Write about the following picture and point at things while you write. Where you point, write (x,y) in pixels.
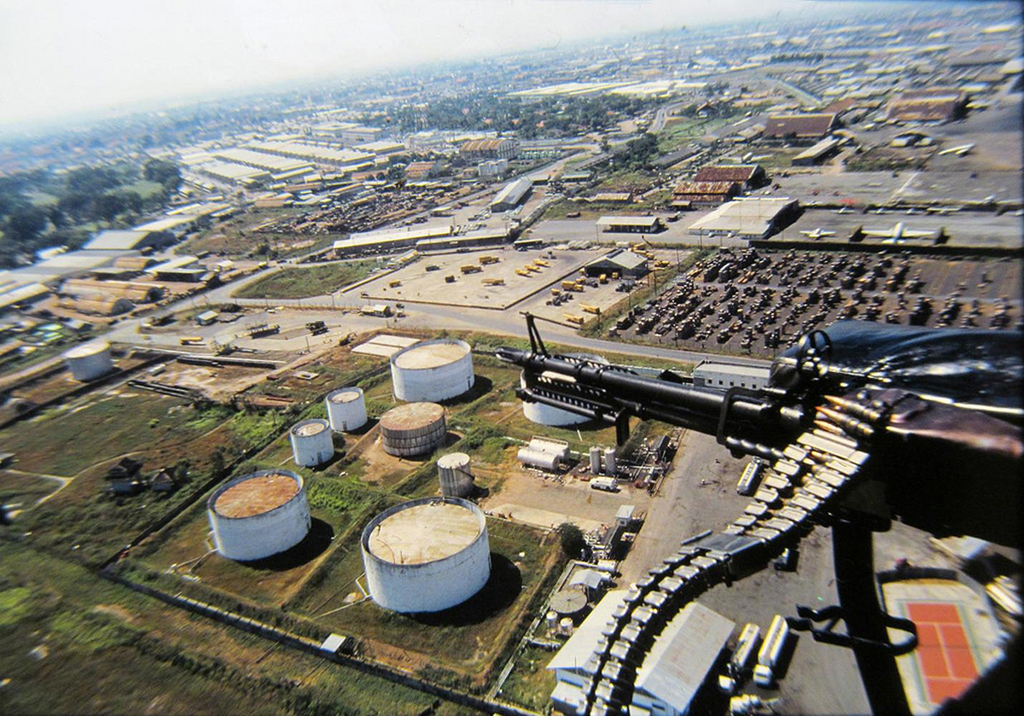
In this image we can see a gun (993,348). There are many trees (63,238), buildings (97,238) and houses (91,267) in the image. There is a road (502,324) and sky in the image. There is an aircraft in the image. There is a grassy land (463,332) in the image.
